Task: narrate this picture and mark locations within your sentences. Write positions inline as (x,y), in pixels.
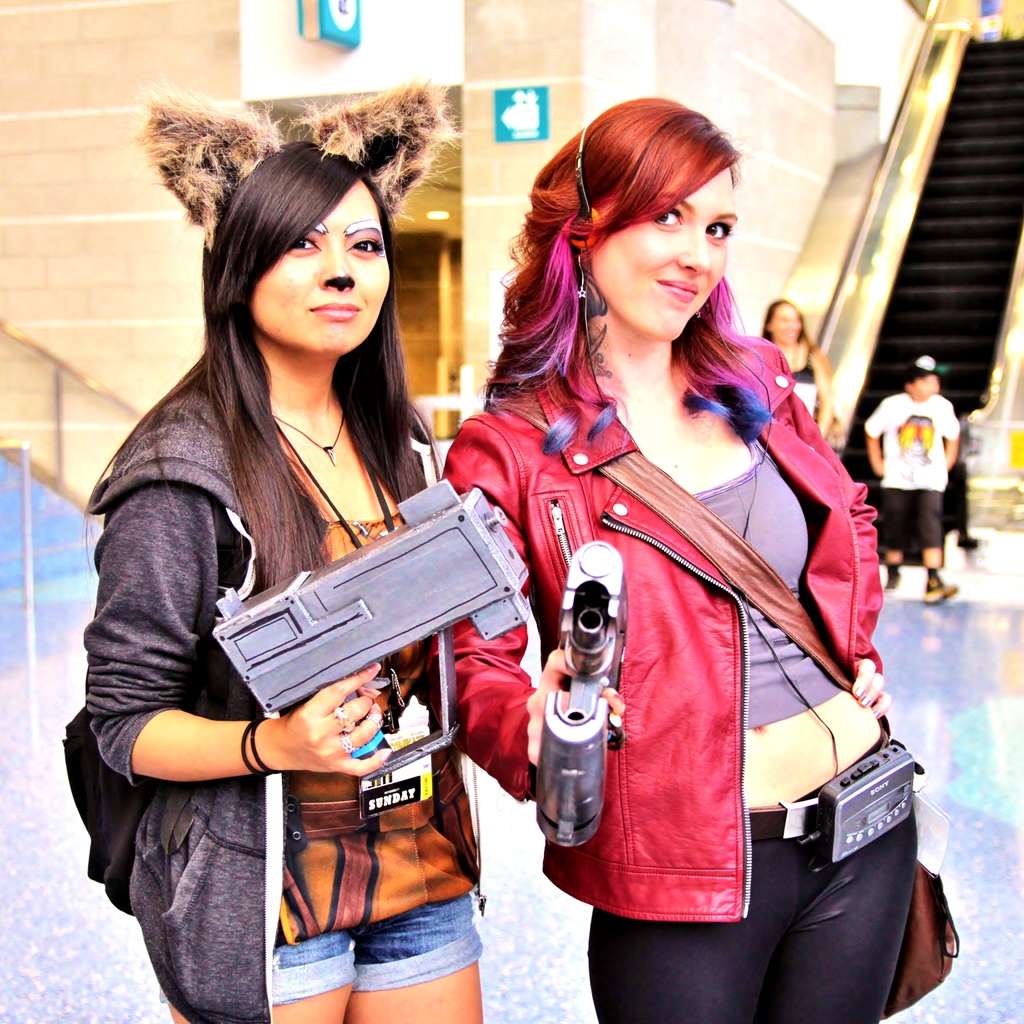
In this picture there are two ladies (141,500) those who are standing at the center of the image (342,631) by holding the toy guns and there are stairs (968,88) at the right side of the image (1011,139), there are other people (897,499) those who are walking around the area of the image.
